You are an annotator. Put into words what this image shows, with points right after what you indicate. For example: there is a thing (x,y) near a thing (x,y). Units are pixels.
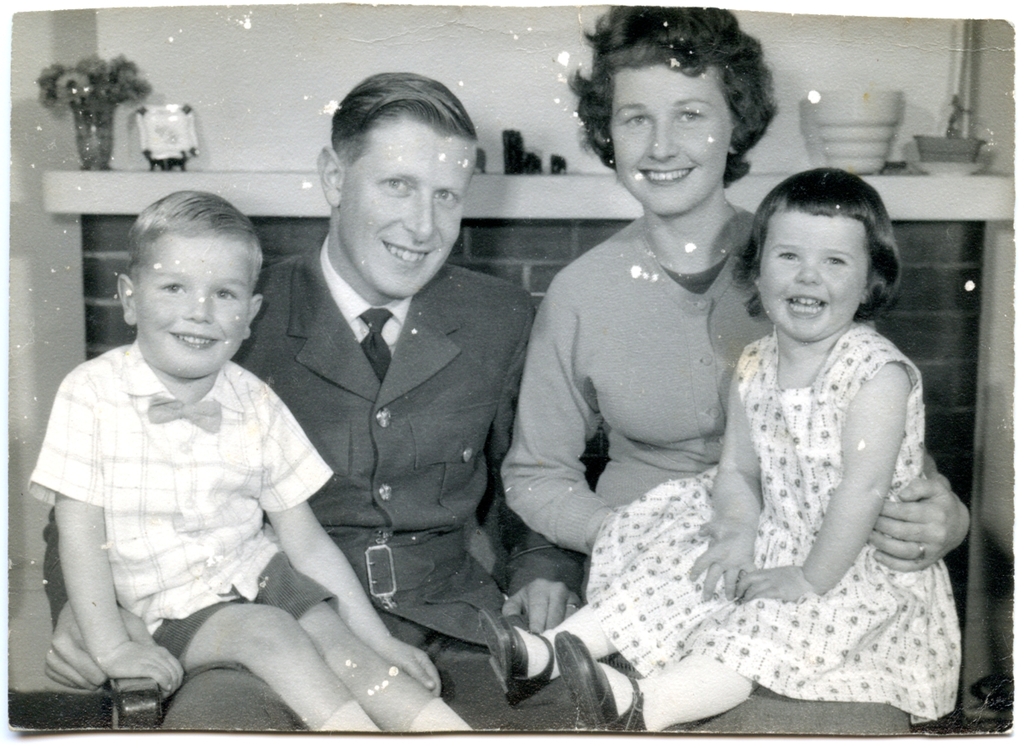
In the picture I can see a couple (463,362) sitting and there are two kids (660,541) sitting on them and there are few other objects (936,142) behind them.
